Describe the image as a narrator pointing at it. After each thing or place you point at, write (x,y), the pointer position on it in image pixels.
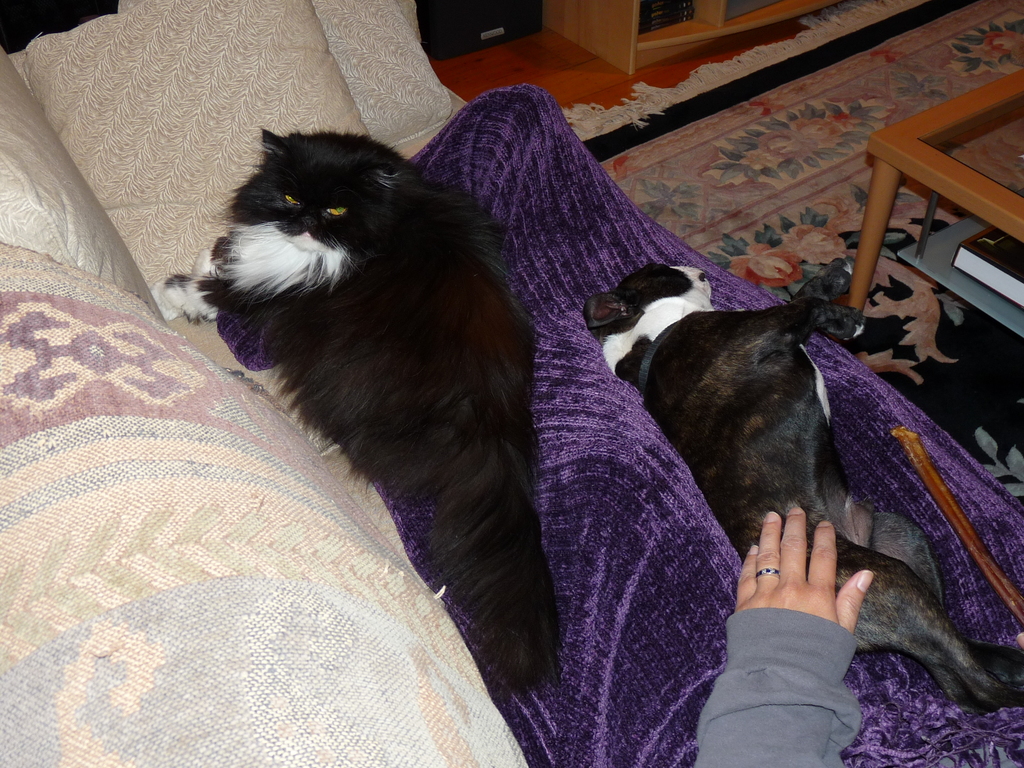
On this couch (424,109) a person (668,547), cat (502,441) and dog (769,456) are lying. Floor (716,256) with carpet (721,121). This is table (989,159), under the table (1002,204) there is a book (1000,251).
